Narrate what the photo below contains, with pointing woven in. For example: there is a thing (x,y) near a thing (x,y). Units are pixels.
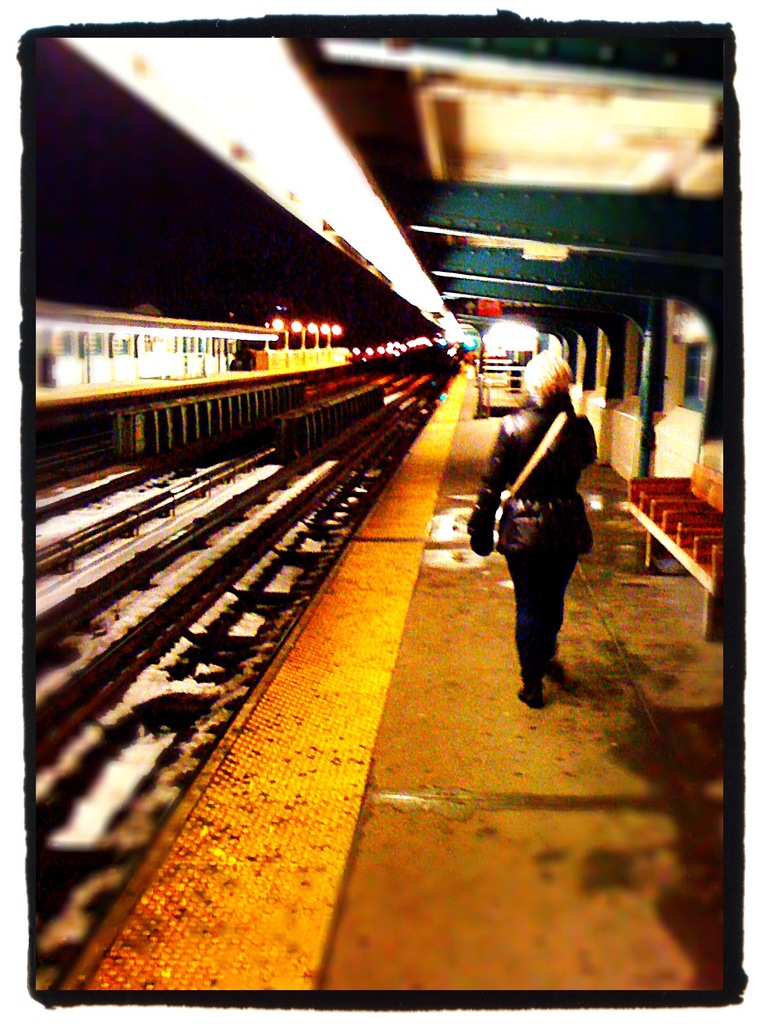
This is an edited image. On the right side (539,498), I can see a person (523,550) is walking on the platform (445,589). Beside this person (557,539) I can see a bench (664,522) which is placed on the floor (658,608). On the left side (141,655), I can see the railway tracks (218,532). On the other side of these railway tracks (130,468) there is another platform (225,378) and I can see few lights (328,330). This is an image clicked in the dark.
